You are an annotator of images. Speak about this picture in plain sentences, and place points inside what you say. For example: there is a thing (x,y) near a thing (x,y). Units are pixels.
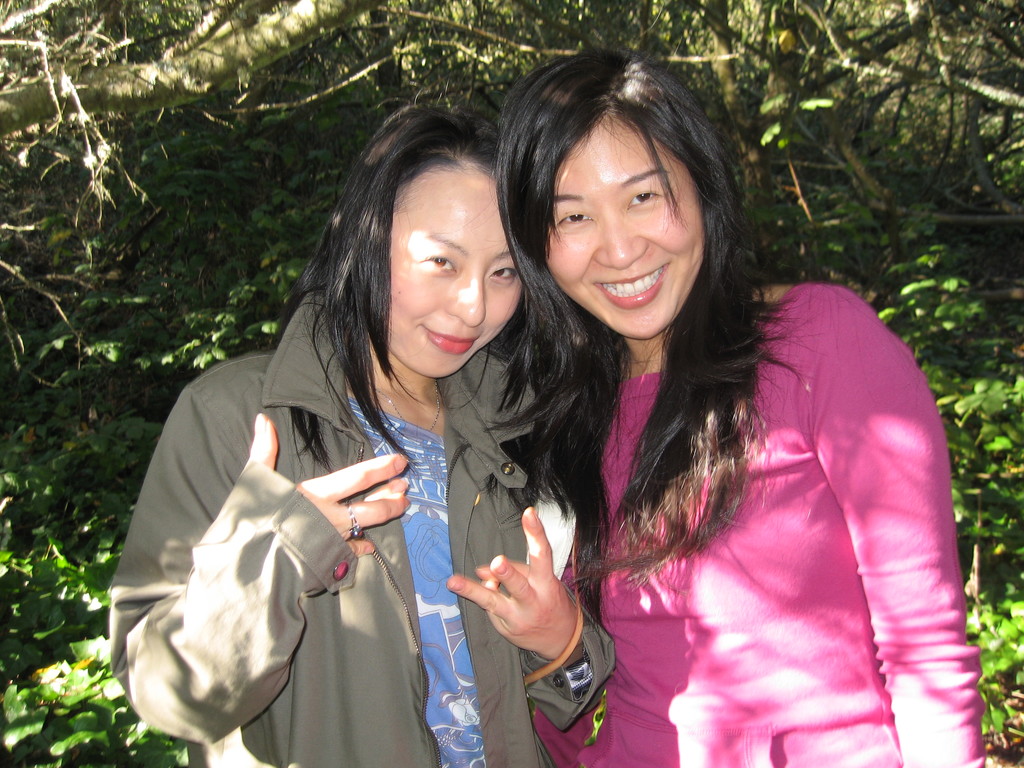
In this image we can see two people (502,425) smiling and in the background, we can see some trees (925,311).
